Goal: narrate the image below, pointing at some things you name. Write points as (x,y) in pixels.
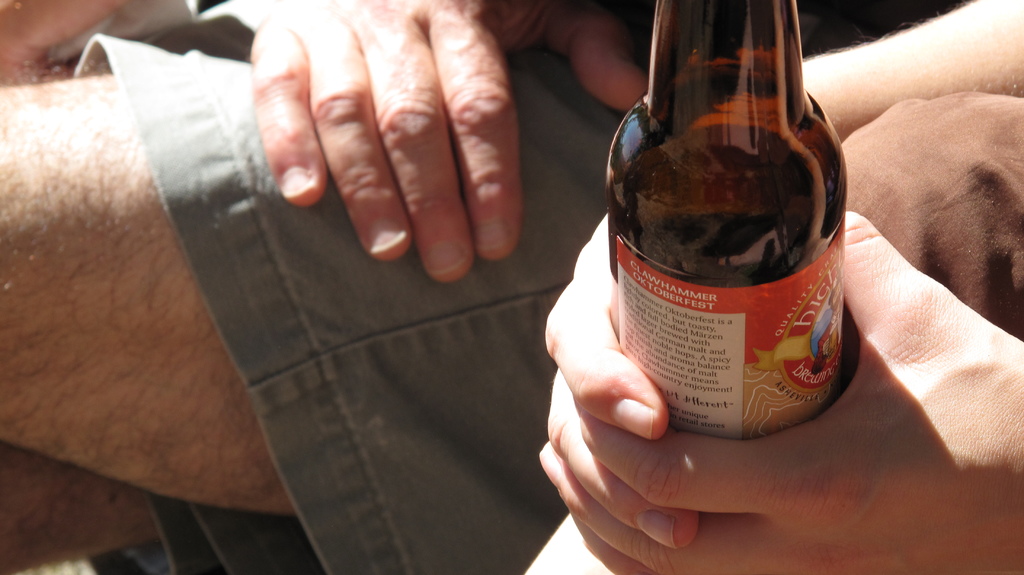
In this picture there is a beer bottle (707,167) and a person's hand (588,324).
